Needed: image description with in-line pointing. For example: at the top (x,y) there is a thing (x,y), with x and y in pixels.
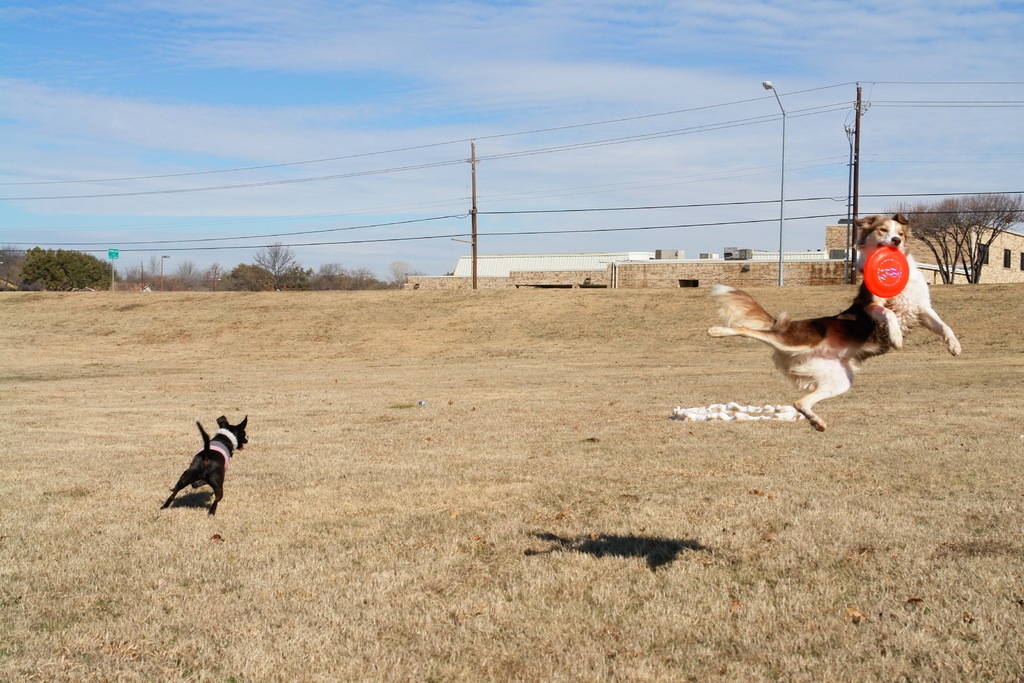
In this picture there is a dog (724,286) holding the object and jumping and there is a black dog (219,421) running. At the back (998,224) there are buildings (936,271) and trees (974,260) and there are poles (782,168) and there are wires (489,158) on the poles (786,130). At the top (532,103) there is sky (377,79) and there are clouds (352,162). At the bottom (488,553) there is grass (604,506) and there might be cloth (782,414) on the grass (730,423).
